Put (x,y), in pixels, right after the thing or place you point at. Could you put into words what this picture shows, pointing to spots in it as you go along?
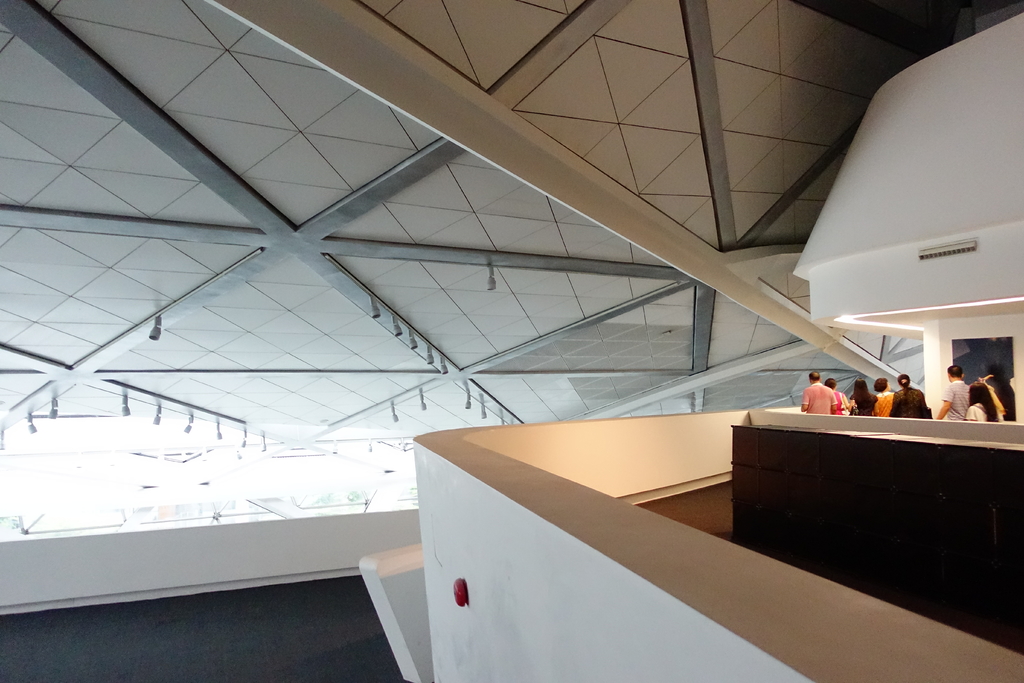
In this image I can see the group of people (919,409) with different color dresses (901,405). To the side of these people (899,391) I can see the wall (539,577) and these people (825,409) are inside the building (216,480).
